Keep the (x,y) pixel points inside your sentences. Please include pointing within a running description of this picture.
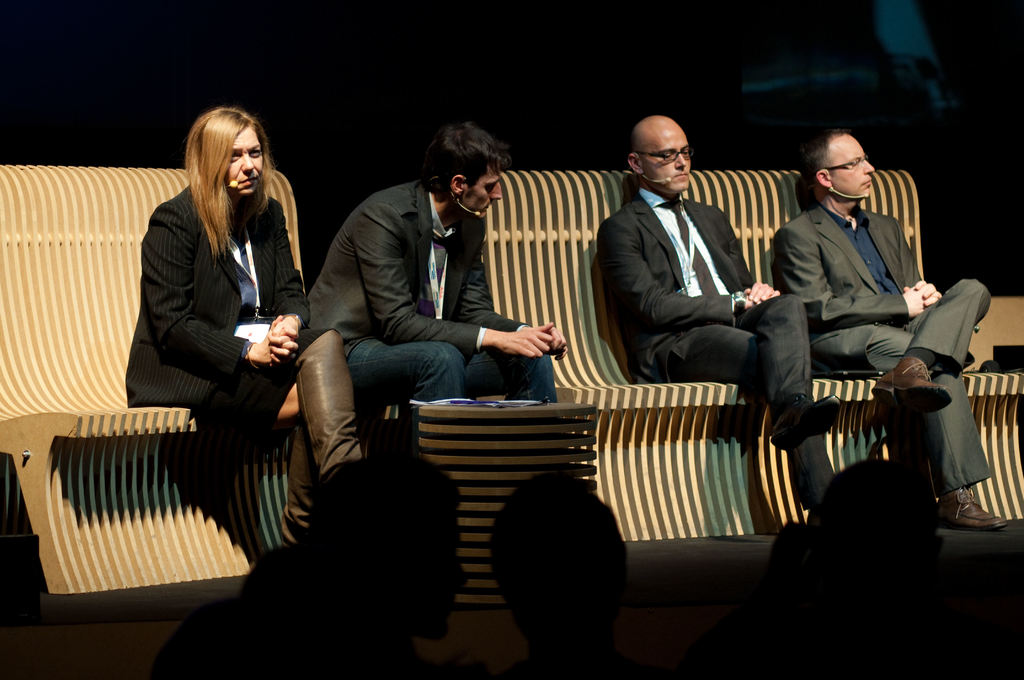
These four persons (328,297) are sitting on benches (674,410) and we can see object (464,403) on table (469,418). These are audience (573,613).
